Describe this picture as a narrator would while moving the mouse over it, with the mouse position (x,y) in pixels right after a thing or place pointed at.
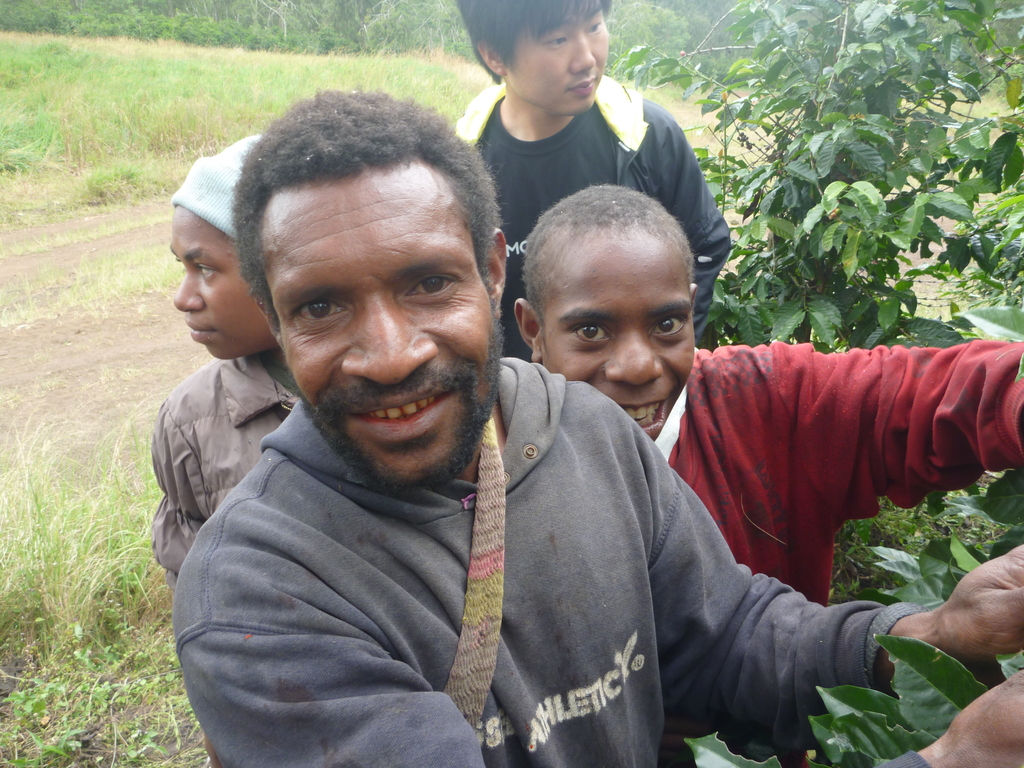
In the center of the image (374,327) we can see four people (528,403) standing. On the right (873,337) there is a tree (882,699). In the background (96,169) we can see grass (114,529).
